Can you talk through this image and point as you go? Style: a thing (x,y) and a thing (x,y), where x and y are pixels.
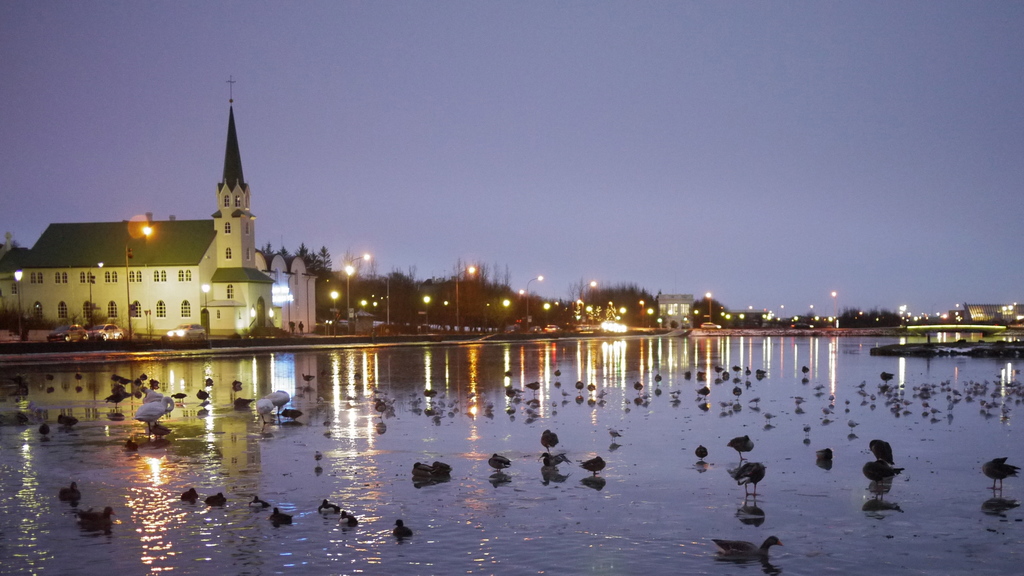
In this image we can see some birds (592,463) on the water (520,438). On the backside (245,308) we can see a house (160,314) with roof (93,259) and windows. We can also see some trees (407,296), poles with lights (352,273) and the sky (558,177) which looks cloudy.
